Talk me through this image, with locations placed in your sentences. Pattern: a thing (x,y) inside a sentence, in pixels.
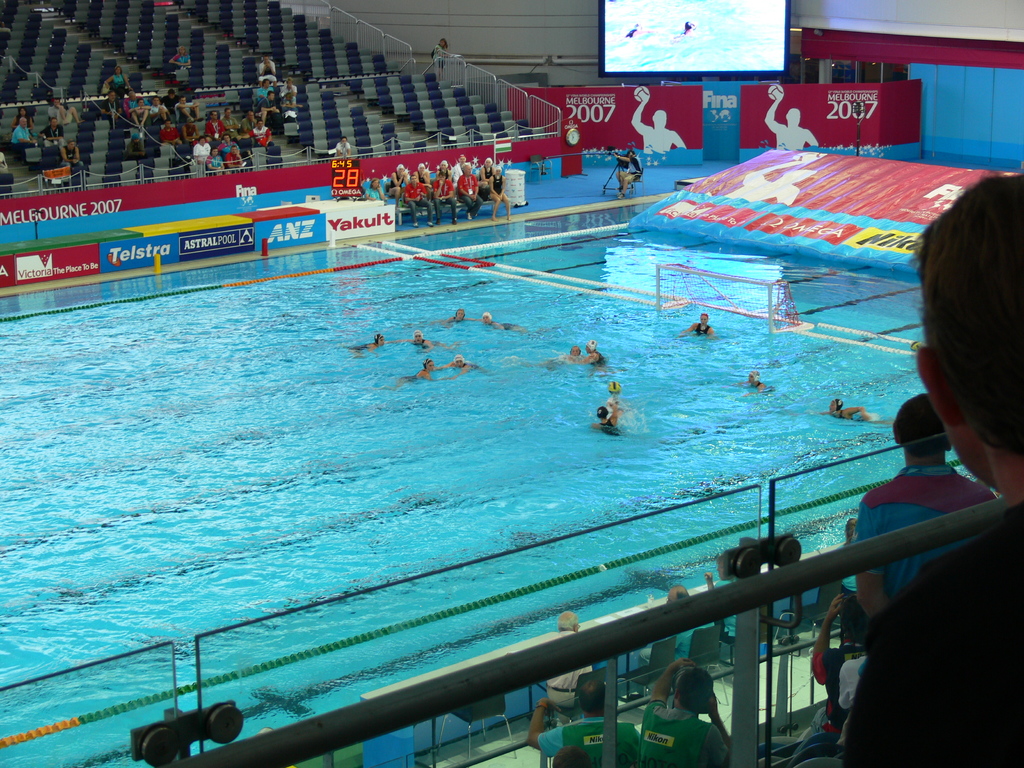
In this image in the front (691,639) there are persons (545,741) and there are railings (519,673). In the center (411,375) there are persons (457,362) in the water (686,382). In the background (240,161) there are persons (234,150) sitting and there are boards (80,253) with some text (215,240) written on it and there is a screen (669,64) and there are empty chairs (345,72).
